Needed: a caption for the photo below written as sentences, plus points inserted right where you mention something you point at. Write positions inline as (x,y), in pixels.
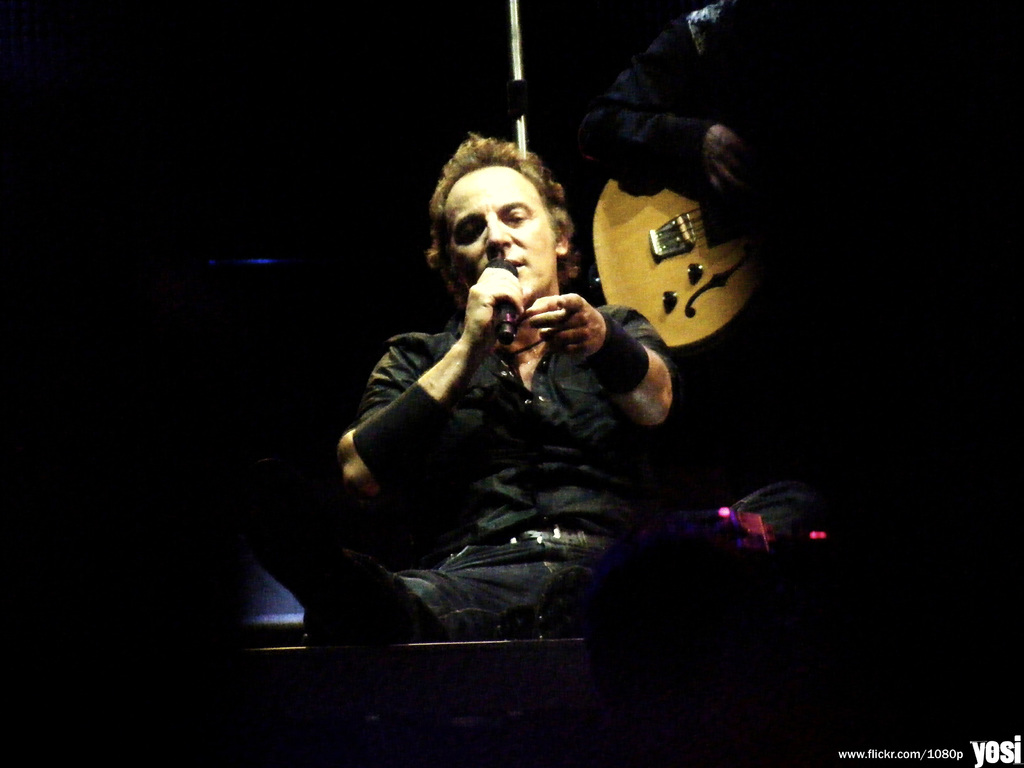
In this image there is a person (518,232) sitting and talking in a microphone (504,263), and at the back ground (651,141) there is another person (678,141) standing and holding a guitar (654,202) and there is a dark back ground (394,45).
